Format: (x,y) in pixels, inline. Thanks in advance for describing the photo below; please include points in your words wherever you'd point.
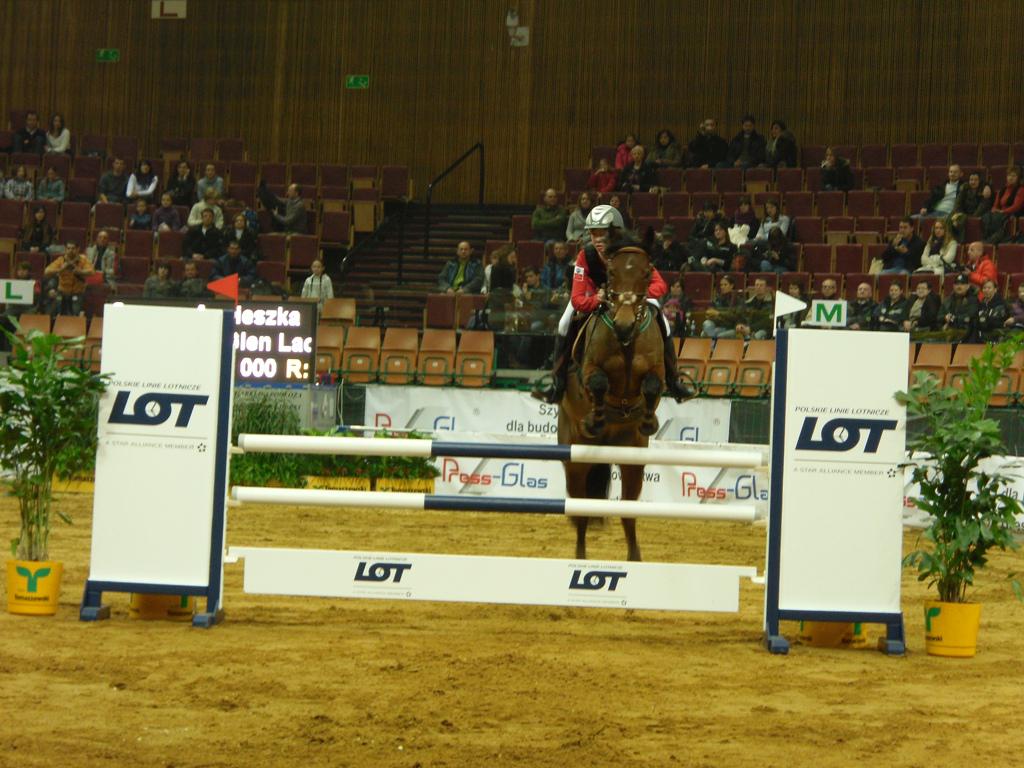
In this image I can see a person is riding a horse (616,393) on the ground (496,522), boards (518,574), fence (532,571), houseplants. In the background (688,434) I can see hoardings (422,419), wall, steps (433,229) and a crowd (463,249) on the seats (328,336). This image is taken may be during a day.
